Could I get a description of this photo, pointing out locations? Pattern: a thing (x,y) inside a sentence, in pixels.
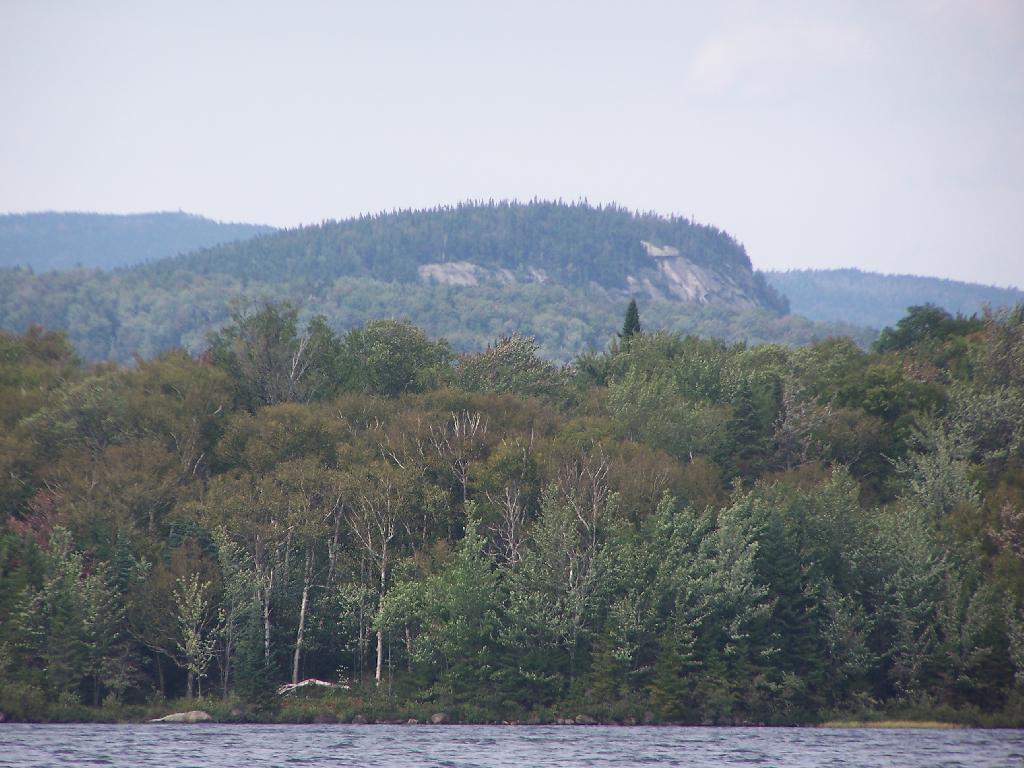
In this image I can see the water (426,737) and few trees (399,581). In the background (479,296) I can see few mountains (431,287), few trees (376,273) on the mountains (383,228) and the sky (399,106).
